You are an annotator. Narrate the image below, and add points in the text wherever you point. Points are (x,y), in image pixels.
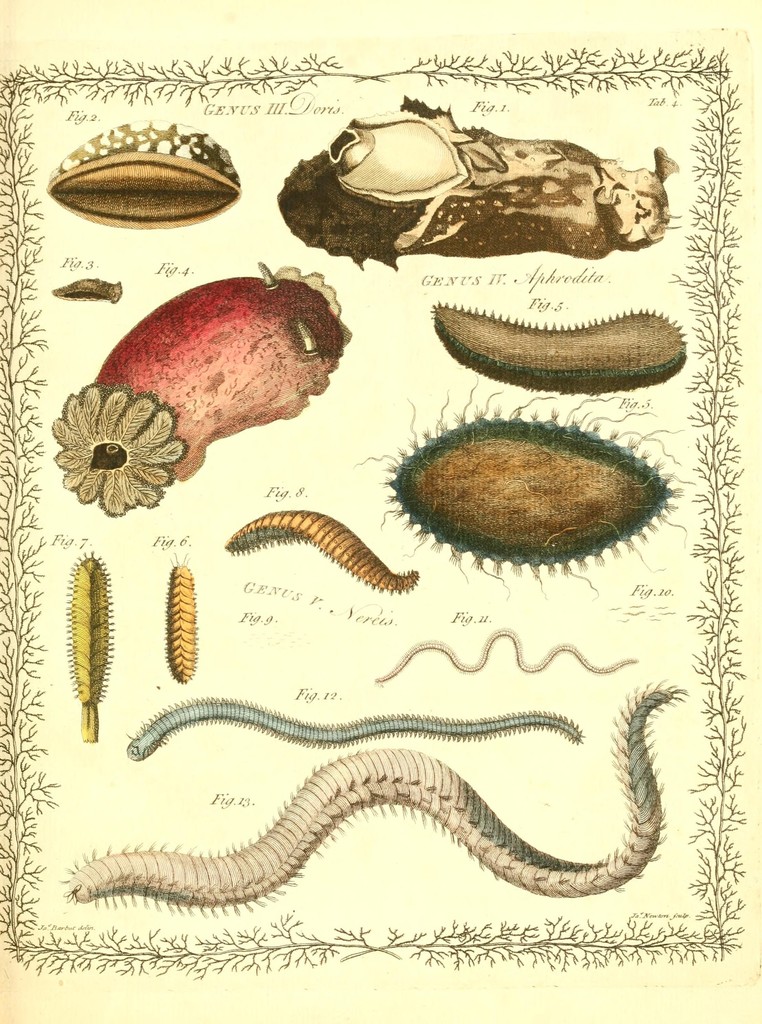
In this image I can see painting (506,868) of sea animals (341,560) and some other things (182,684). I can also see something written on the image.
